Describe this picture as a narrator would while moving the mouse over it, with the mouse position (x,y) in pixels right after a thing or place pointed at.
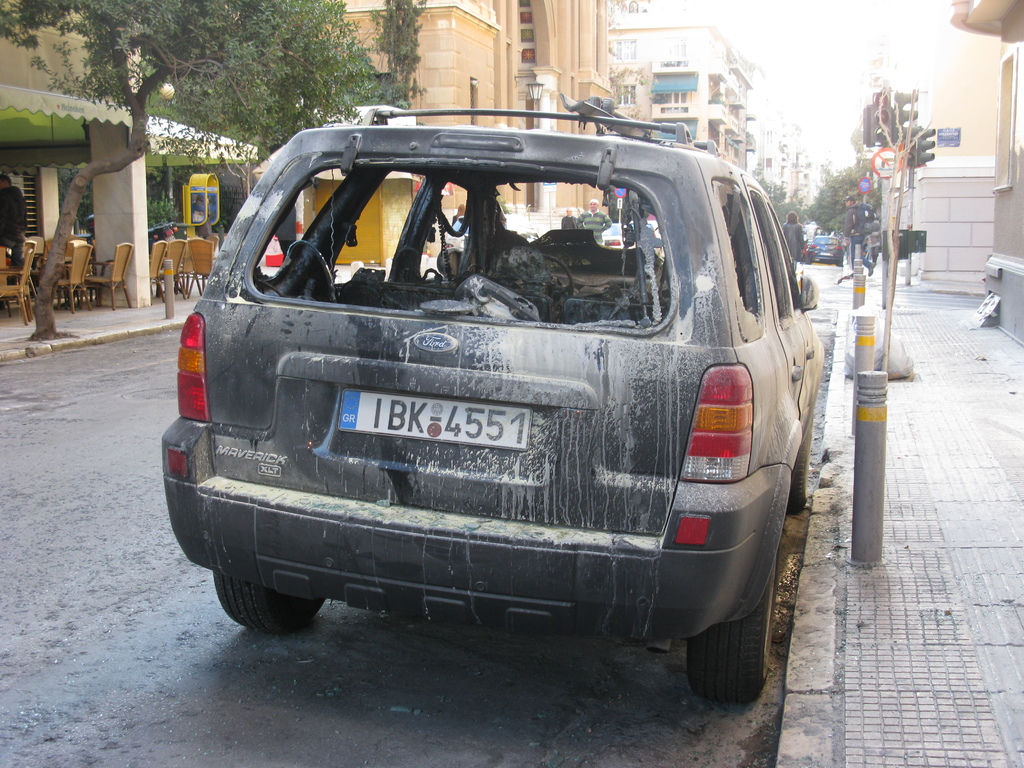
In this image I see the damaged car (657,318) over here and I see the number plate (431,413) on which there are alphabets (409,412) and numbers (501,429) and I see the road (90,424) and I see number of chairs (71,245) over here and I see number of buildings (978,86) and I see few traffic signals (923,140) over here and I see number of trees (294,39) and I see few people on the path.
